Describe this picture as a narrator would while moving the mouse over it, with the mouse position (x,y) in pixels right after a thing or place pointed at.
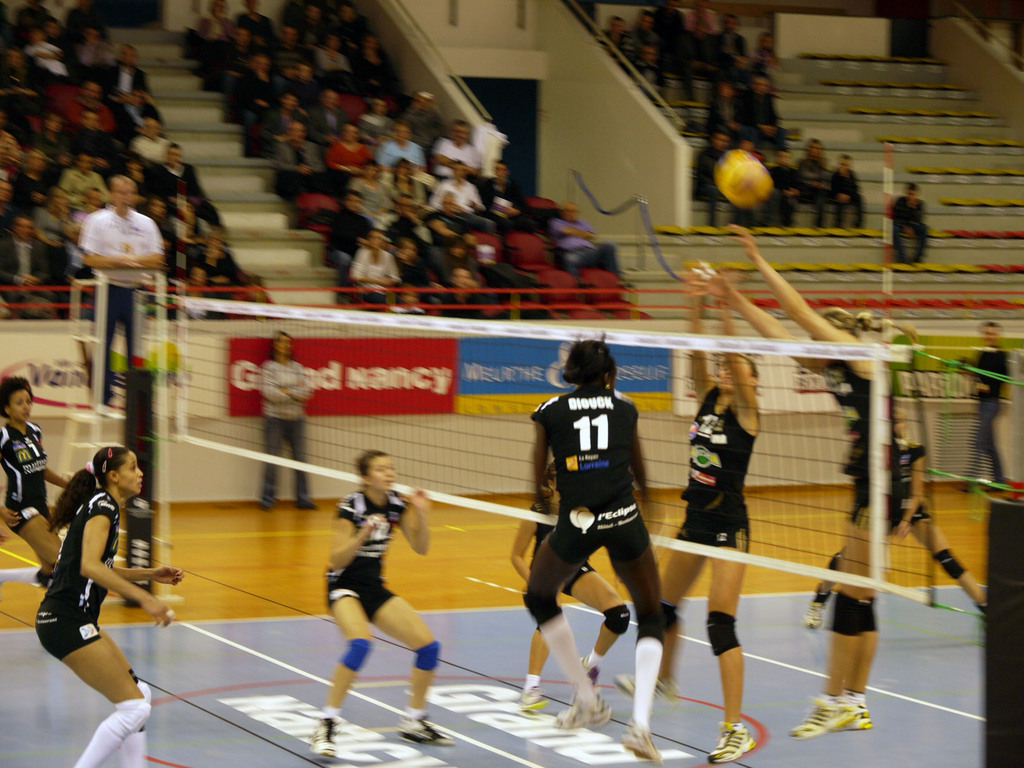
In this image we can see some people (685,579) are playing volleyball in a stadium (689,236) and there are some people (756,99) sitting and watching. We can see a board (406,413) with text (326,381) on it and we can see the net (346,385) in the middle of the court (903,670) and a ball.
